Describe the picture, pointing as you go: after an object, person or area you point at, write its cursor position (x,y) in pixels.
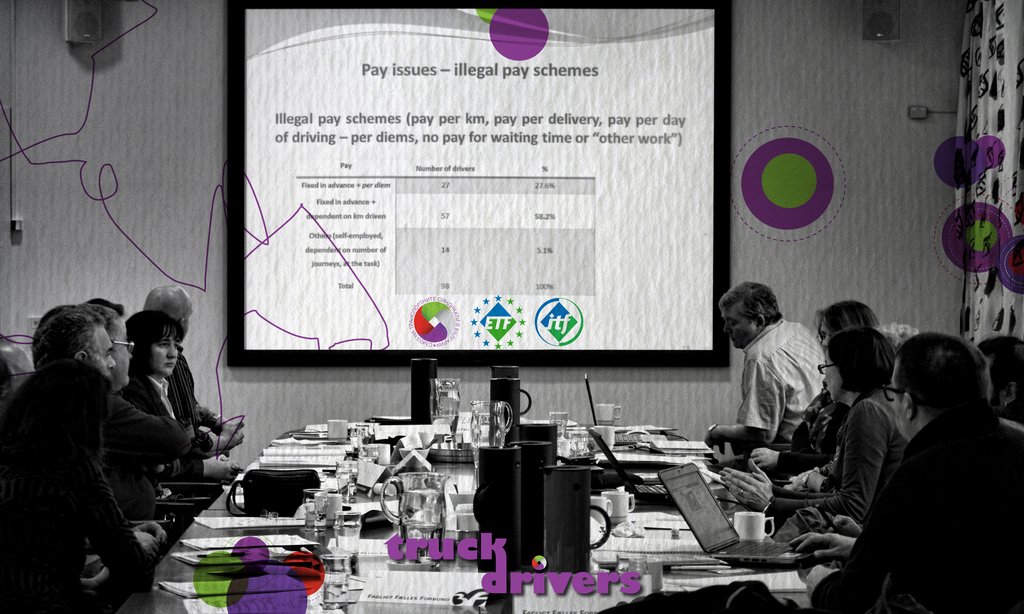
In this image in the center (420,395) there are jars (481,509), papers (667,537), laptops (617,462) and glasses (345,538) on the table (326,542) and there are persons (136,395) sitting on the chair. In the background (271,197) there is a screen (556,241) and on the screen (439,222) there is some text (359,186) visible and on the wall (863,65) there are speakers (885,27). On the right side (1000,164) there is a curtain (991,167).
